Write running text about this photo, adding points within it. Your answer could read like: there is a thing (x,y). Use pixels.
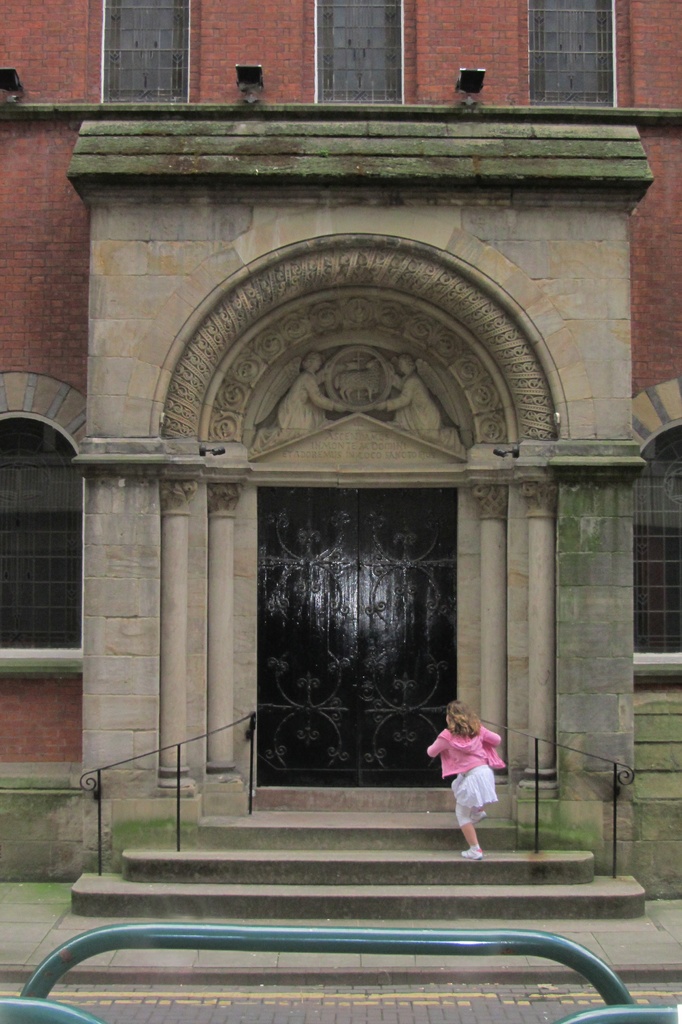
In this image we can see a girl (470,757) standing on a staircase (458,892) with metal railing (252,735). In the center of the image (327,625) we can see a building (490,507) with windows (11,471), pillars (500,506) and a door (427,625). In the background (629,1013), we can see some lights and metal poles (49,1007).
